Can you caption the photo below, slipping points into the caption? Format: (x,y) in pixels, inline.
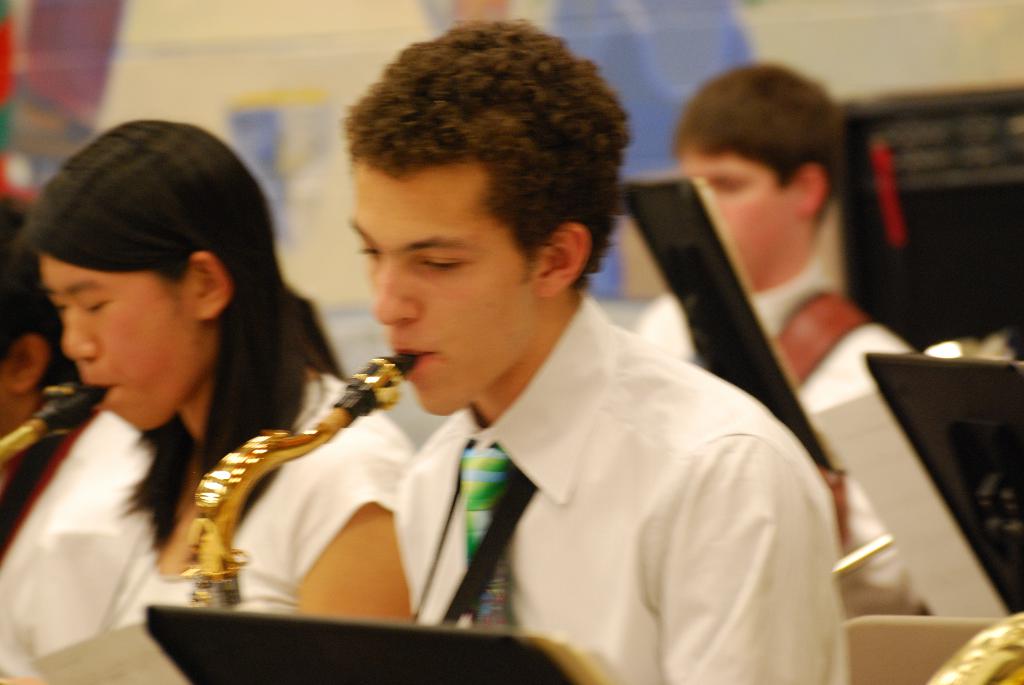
In this picture there are two persons (520,434) in the foreground (697,391) playing musical instruments (226,490). At the back (915,505) there are two persons (44,343) and there are papers (860,425) on the stands (984,464). At the back (332,30) it looks like a poster (277,167) on the wall (293,249) and there are objects (979,248).
